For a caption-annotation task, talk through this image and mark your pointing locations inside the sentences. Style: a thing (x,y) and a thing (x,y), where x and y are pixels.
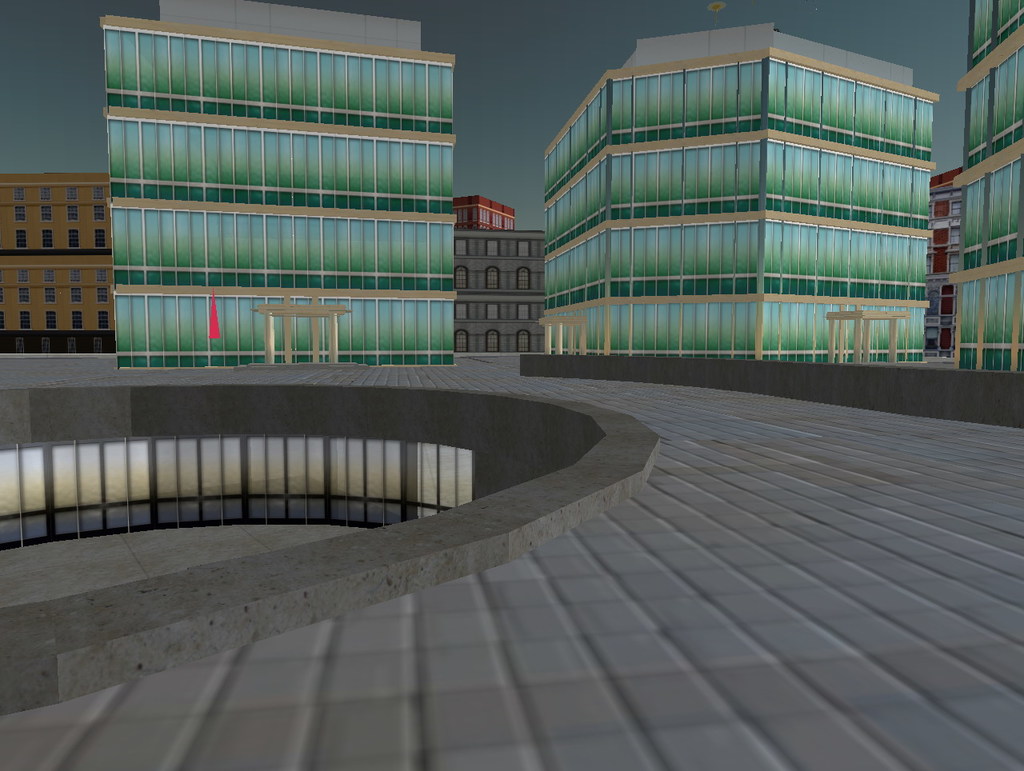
This is a graphic image of a town (281,163), there are many buildings (221,242) in the back (544,280).
